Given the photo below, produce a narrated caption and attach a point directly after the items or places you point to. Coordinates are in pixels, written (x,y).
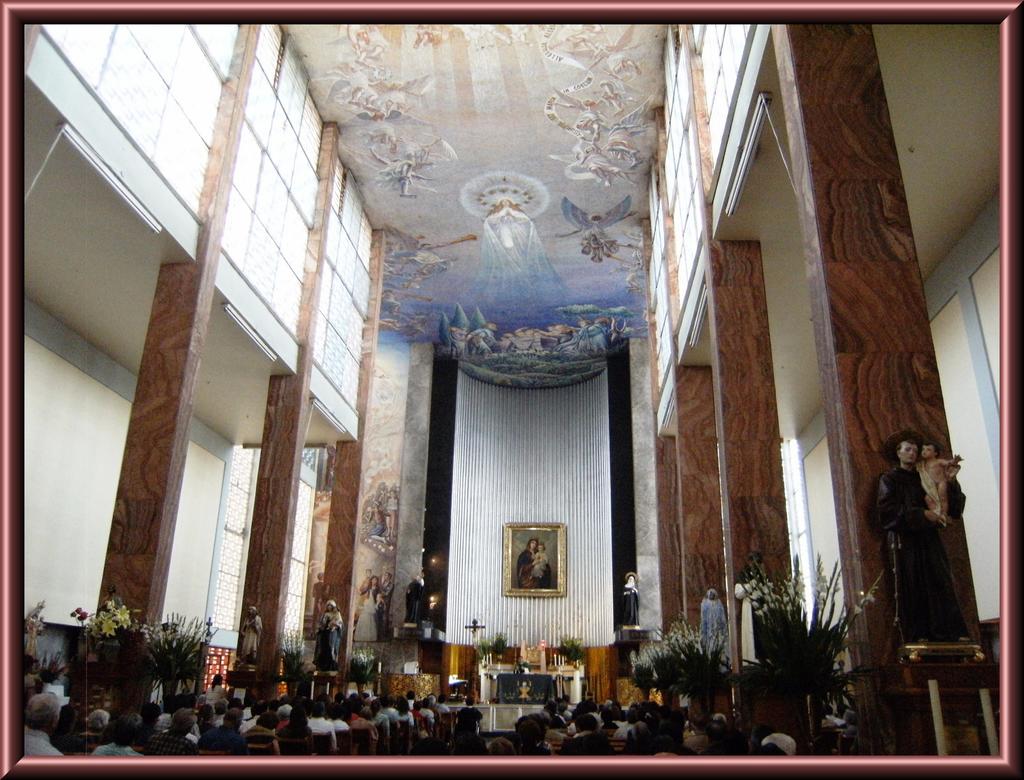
In this image, we can see the inside view of a church (675,444). At the bottom of the image (930,520), we can see people (131,743), sculptures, decorative flowers (826,688) and few objects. In the middle of the image (490,503), we can see the wall (579,570), pillars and photo frame (546,558). Top of the image (395,246), we can see ceiling (406,91) with painting (466,294).
